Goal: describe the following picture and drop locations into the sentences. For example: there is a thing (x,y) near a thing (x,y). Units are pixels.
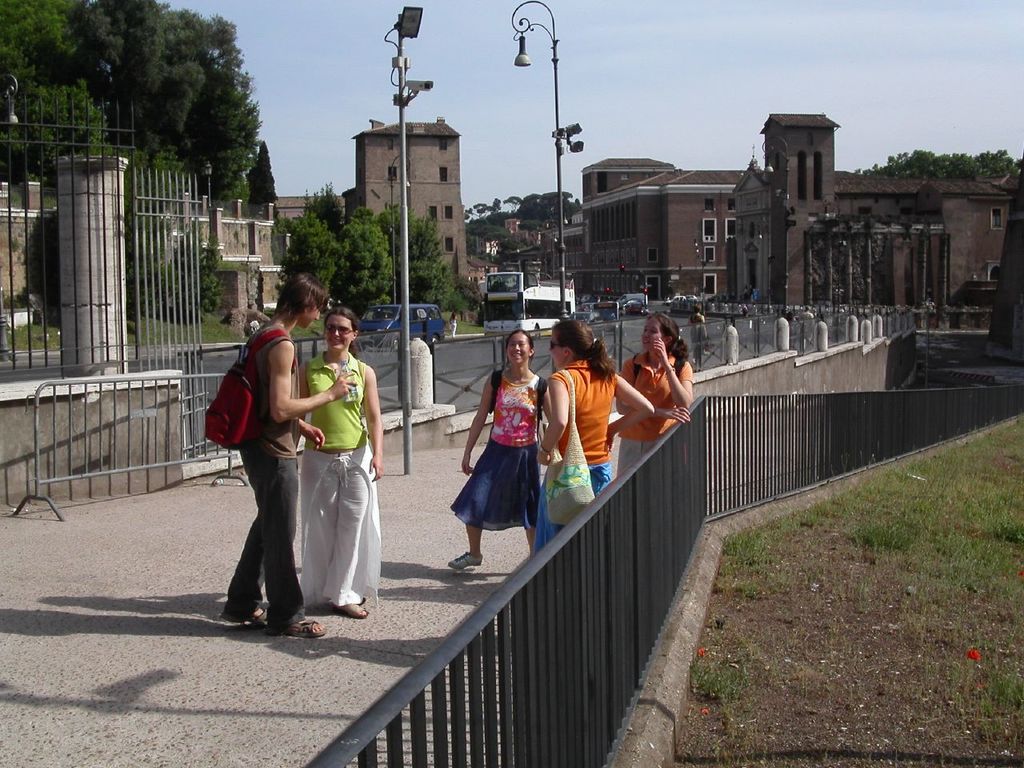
In this image, there are a few people (345,504) and vehicles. We can see the ground (280,704) and the fence (962,424). There are a few poles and trees (547,201). We can see some metal objects (402,57). We can see some buildings (643,223) and the sky (697,155). We can see some grass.
